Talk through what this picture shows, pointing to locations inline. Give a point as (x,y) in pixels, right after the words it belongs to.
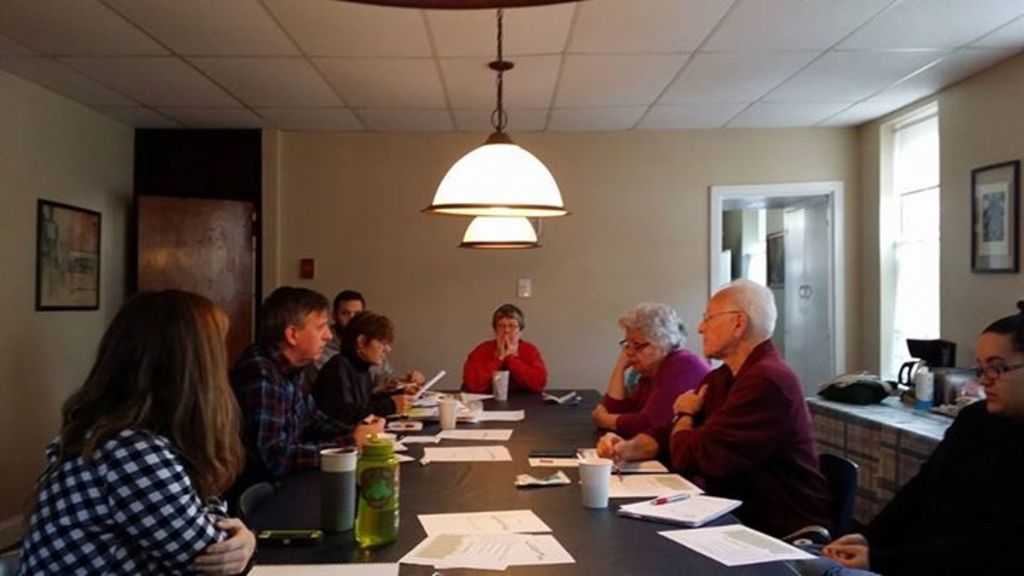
In this image we can see a group of persons (227,368) are sitting on the chair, and in front (530,455) here is the table (517,440), and papers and glass (583,486) and some objects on it, and at above here is the light (488,184), and here is the wall (432,187) and photo frame (52,210) on it, and here is the door (806,263).
